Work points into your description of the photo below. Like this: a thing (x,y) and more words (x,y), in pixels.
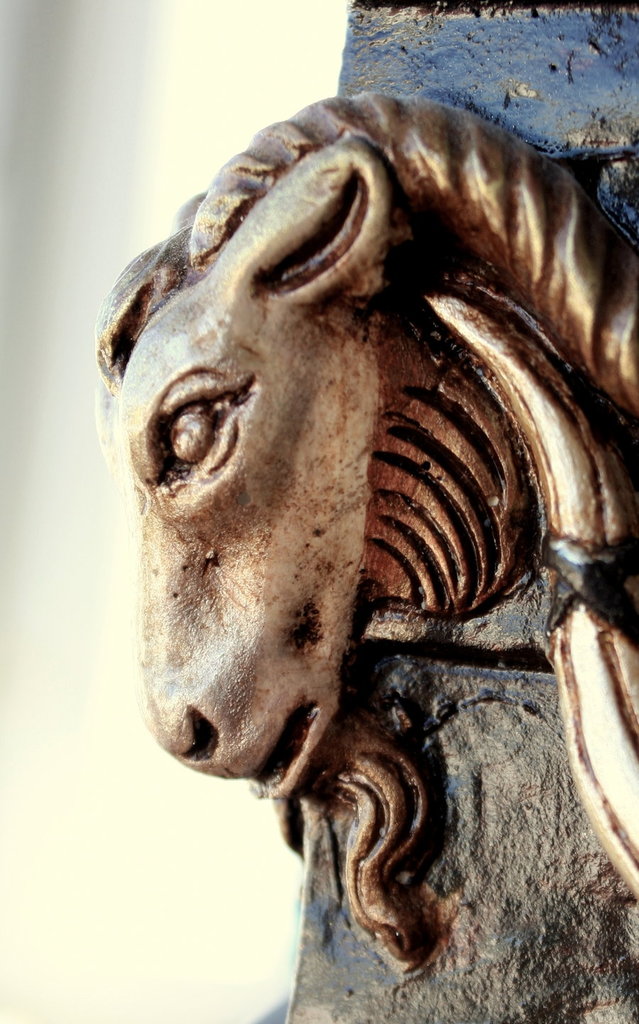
This is an animal (323,542).
